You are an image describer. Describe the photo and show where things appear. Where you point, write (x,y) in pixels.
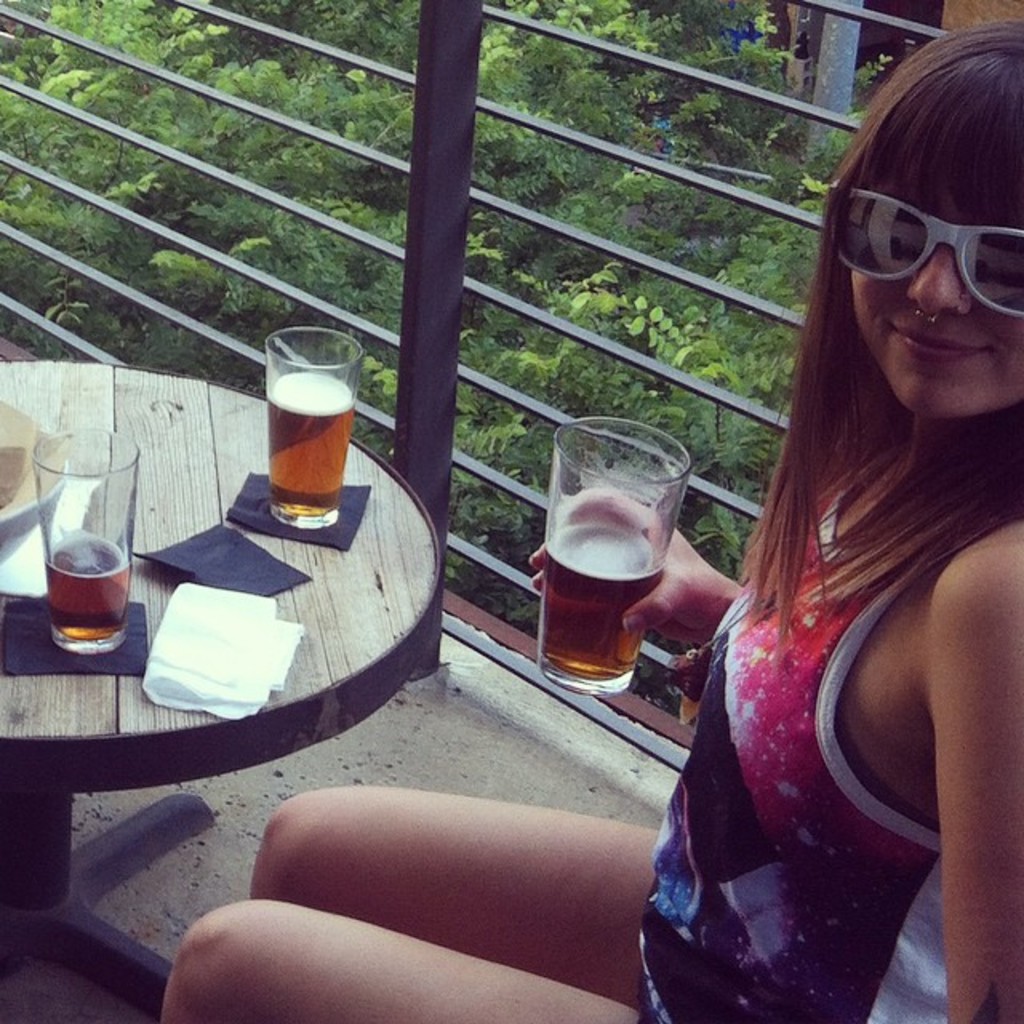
One lady (840,741) is sitting and wearing a white goggles (925,244) and holding a glass (604,581) containing beer (594,622). In front of her there is a table (294,719) and on the table (252,410) there is tissue (166,640) and two glasses (281,440). Behind her one railings (463,195) and some trees (632,208) are there.
